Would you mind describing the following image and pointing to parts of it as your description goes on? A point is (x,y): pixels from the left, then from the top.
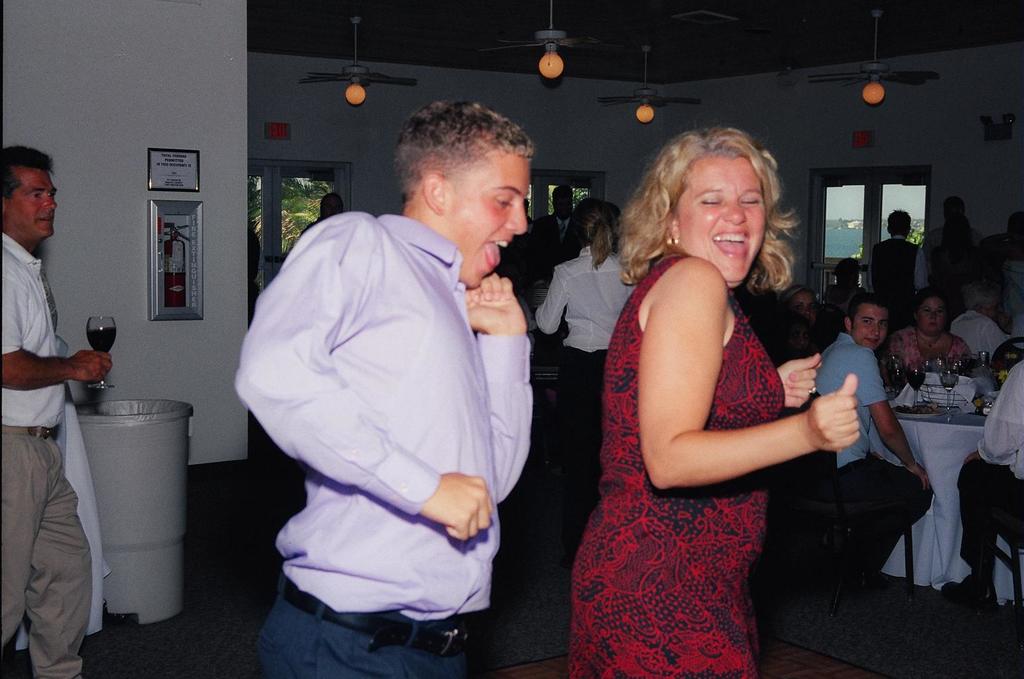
This picture is clicked in the restaurant (377,171). The man (399,369) in violet shirt (351,291) and the woman (668,462) in red dress (670,494) are dancing. Both of them are smiling. Behind them, we see people (592,282) standing. On the right side (878,433), we see people (865,335) sitting on the chairs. In front of them, we see a table (935,434) on which plates (918,405) containing food (930,409) and glasses (951,377) are placed. Behind them, we see a white wall (820,141) and a window (850,235) from which water (847,235) can be visible. On the left side (34,361), the man (35,377) in white T-shirt (28,393) is holding a glass (97,378) containing liquid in his hand (86,366). Beside him, we see a white wall (134,296) on which photo frame (175,157) and fire extinguisher (185,265) are placed.
